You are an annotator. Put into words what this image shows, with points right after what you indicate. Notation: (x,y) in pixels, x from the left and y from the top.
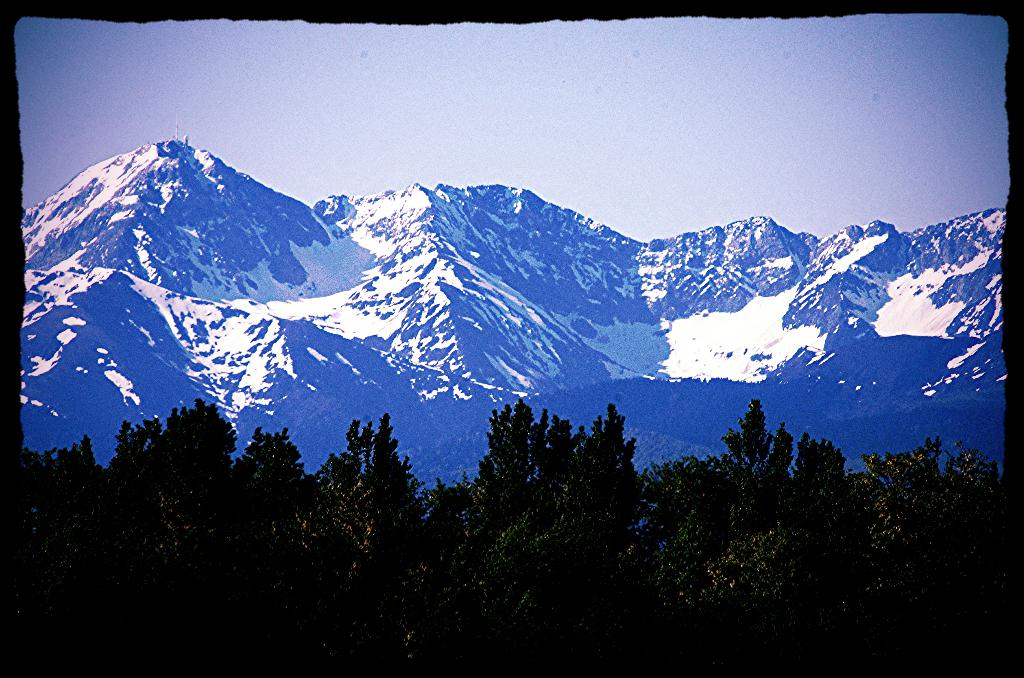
In this picture there are trees (471,546) at the bottom side of the image (471,539) and there are snow mountains (440,287) in the background area of the image (597,253).
